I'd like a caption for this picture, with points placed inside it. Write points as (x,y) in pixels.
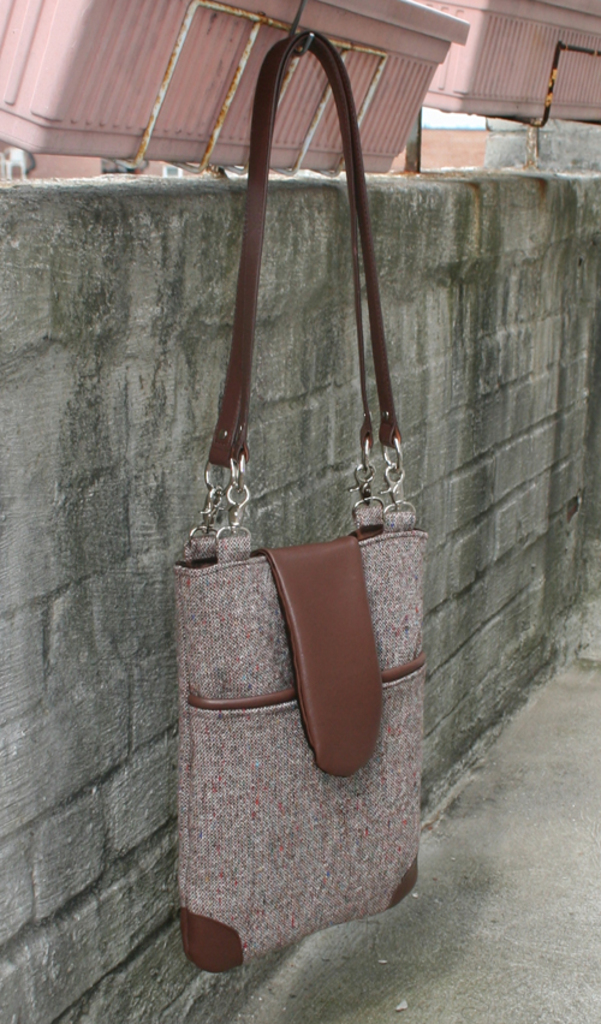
In this image i can see bag (400,568) hanging, at the background (98,331) i can see a wall (2,407).
